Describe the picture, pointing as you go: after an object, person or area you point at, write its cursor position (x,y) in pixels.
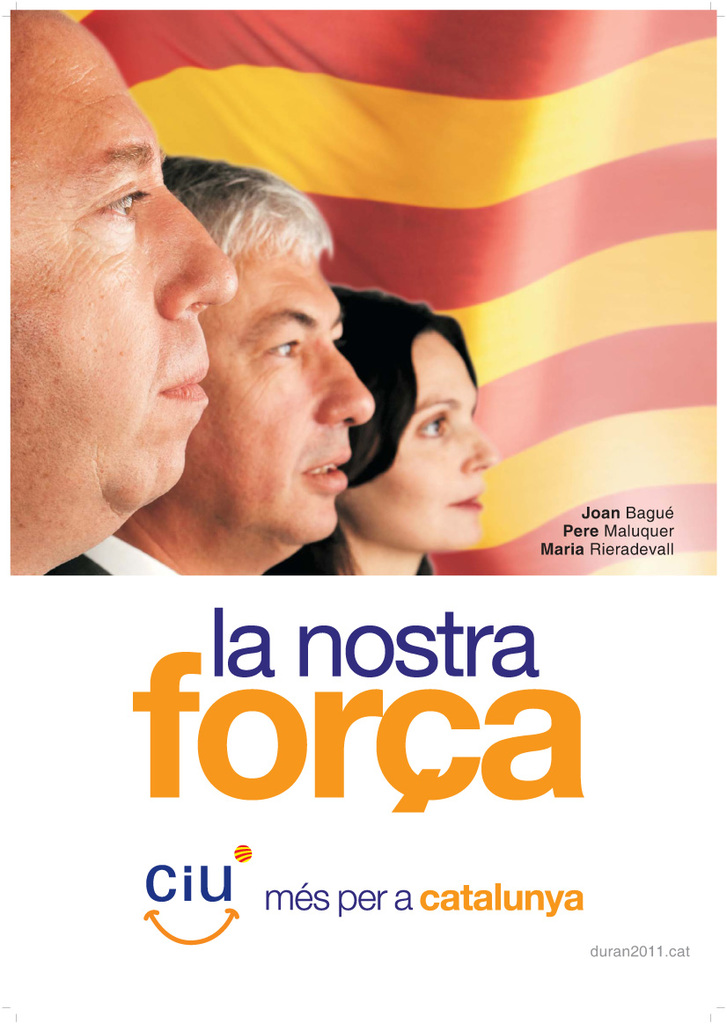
In the picture there is a poster (237,325) there are three people's pictures (338,464) and some names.
